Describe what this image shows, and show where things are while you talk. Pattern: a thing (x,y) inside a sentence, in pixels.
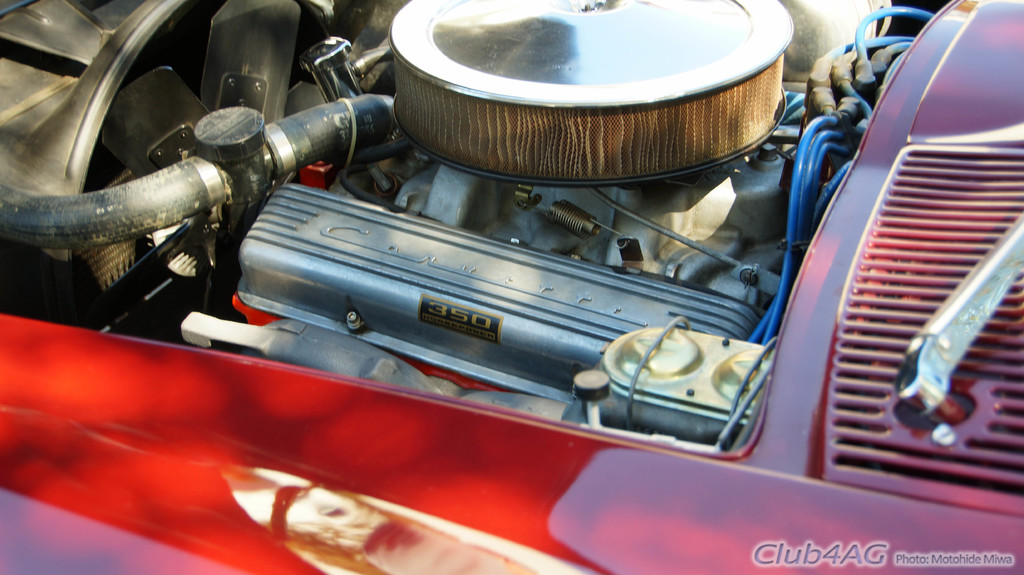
There is an engine (629,237) of a car (448,343) as we can see in the middle of this image (470,377) and there is a watermark (860,553) at the bottom of this image (846,556).
